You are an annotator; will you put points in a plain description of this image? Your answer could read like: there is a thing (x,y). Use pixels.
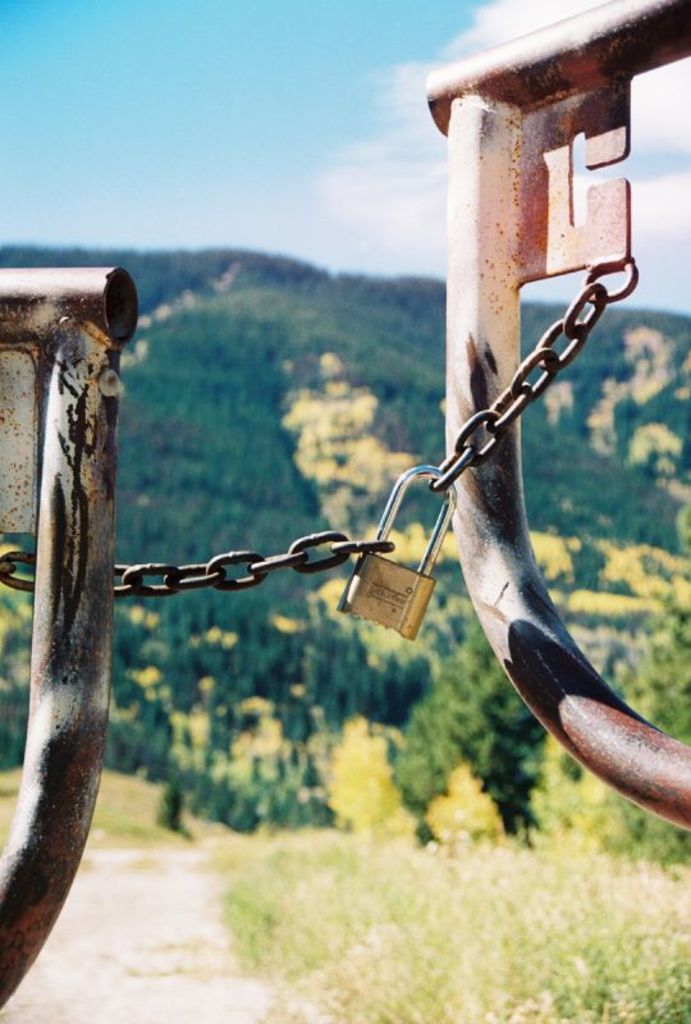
In this image we can see a lock (385,584) with a chain (334,565) to the object (469,284). In the background (219,390) we can see the hill (338,688). We can also see the grass (490,875) and the path (218,979) at the bottom (324,930) and at the top (326,133) there is sky (365,152) with the clouds (375,197).
